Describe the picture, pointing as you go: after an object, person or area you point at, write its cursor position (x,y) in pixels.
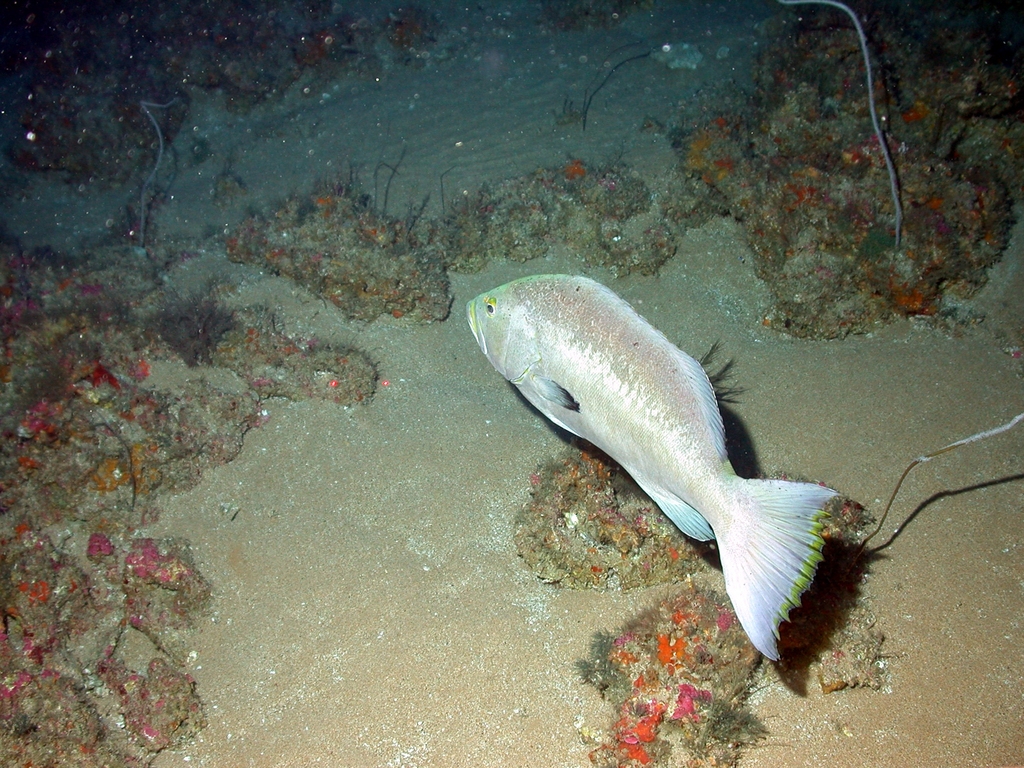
In this image we can see a fish (637,459) which is in water (451,43) and at the background of the image (533,152) there are some stones (4,390) and sand (308,559).
